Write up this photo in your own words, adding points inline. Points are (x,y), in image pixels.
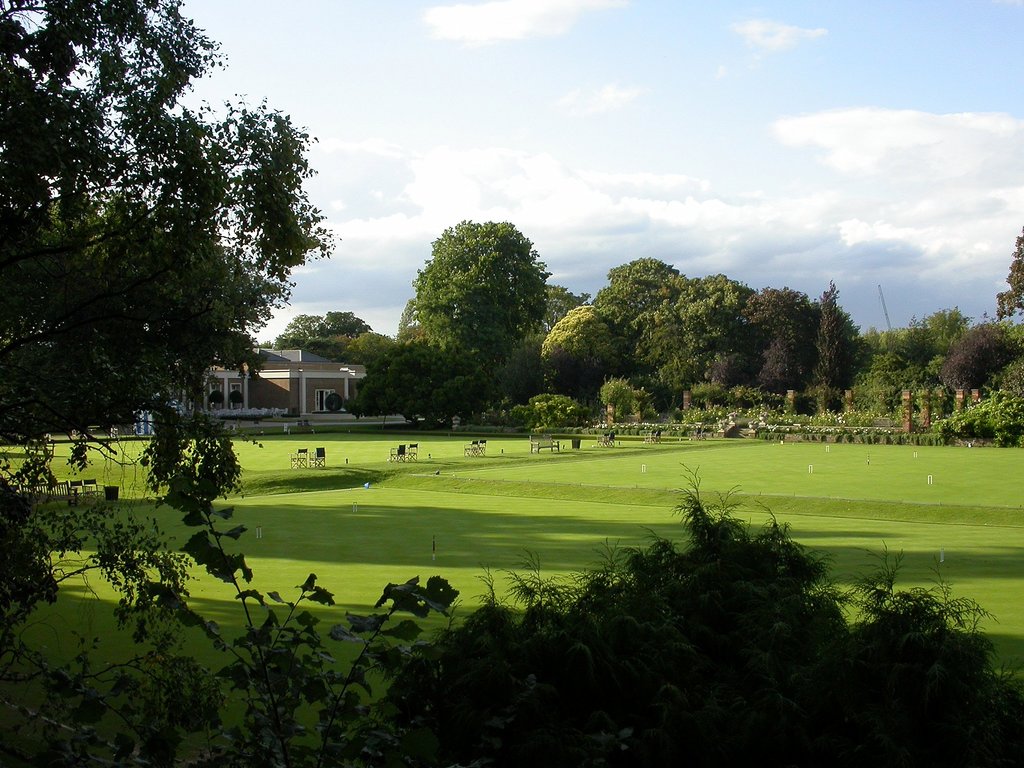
In this image in the front (686,670) there are plants (424,677). In the center (498,497) there is grass (512,481) on the ground (422,476). There are empty chairs (472,455) and in the background (525,390) there is a house (297,382) and there are trees (575,322) and the sky (483,95) is cloudy.
